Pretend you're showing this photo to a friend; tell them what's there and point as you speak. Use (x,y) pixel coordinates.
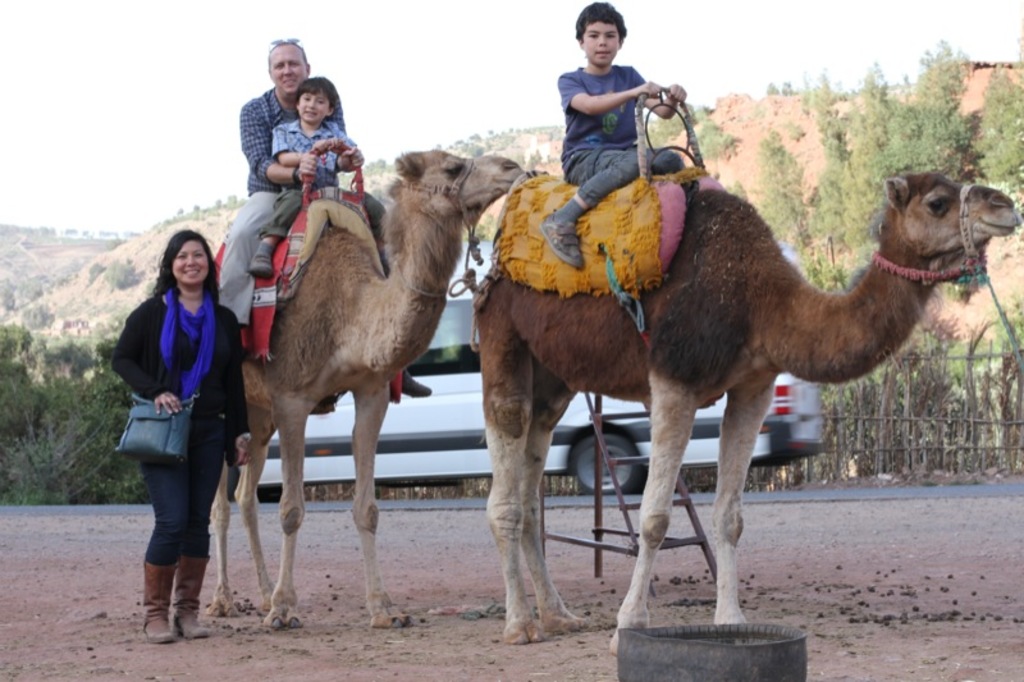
In this image there are two camels (423,239) on which there are three people (572,151), Beside the camel's (402,287) there is a woman (183,370). In the background (449,387) there is a car (437,403), Behind the car (436,435) there are trees (94,367) and hills (138,239). At the top (109,31) there is the sky (107,7).
